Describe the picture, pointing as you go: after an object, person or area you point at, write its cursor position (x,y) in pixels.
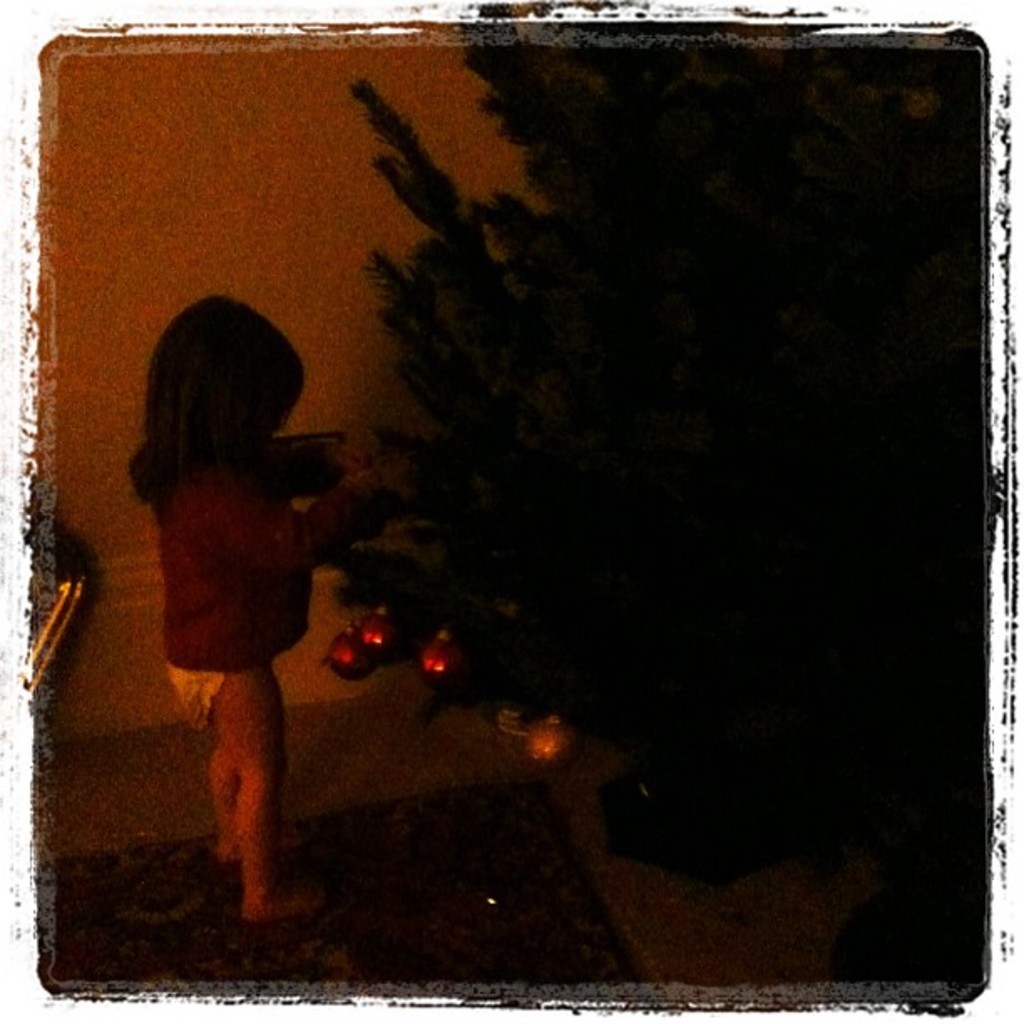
This picture is an edited picture. In this image there is a girl (251,793) standing and holding the object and there is a christmas tree (826,66) and there are balls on the tree (850,717). At the back (152,156) there is a wall (135,505) and there is an object (71,569). At the bottom (436,861) there is a mat (422,837).
